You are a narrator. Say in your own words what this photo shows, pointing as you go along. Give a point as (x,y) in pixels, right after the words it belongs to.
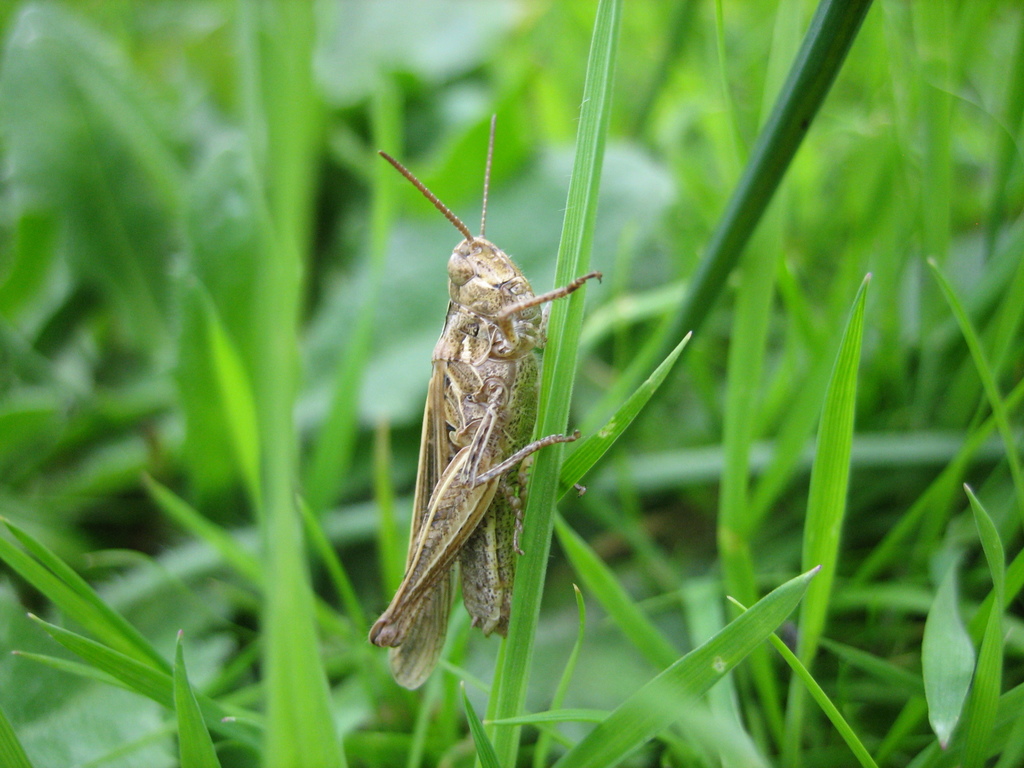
In this image there is an insect (479,604) on the leaf (588,255). Around the insect (466,376) there are leaves (53,146).
